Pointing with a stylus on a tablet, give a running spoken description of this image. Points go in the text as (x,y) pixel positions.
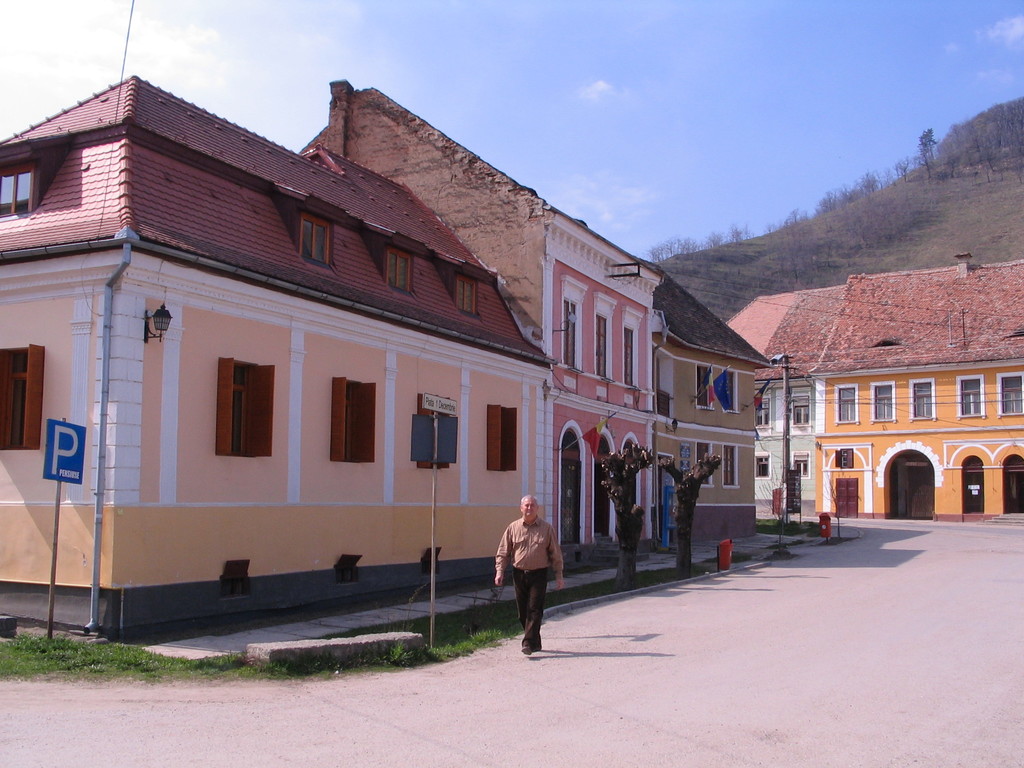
In this image, there is a man (532,618) walking on the road (360,685), there are some homes (345,481), at the left side (77,481) there is a blue color parking sign board (62,485), at the background (965,189) there is a mountain (927,210) and there is a blue color sky (801,56) at the top (675,56).
